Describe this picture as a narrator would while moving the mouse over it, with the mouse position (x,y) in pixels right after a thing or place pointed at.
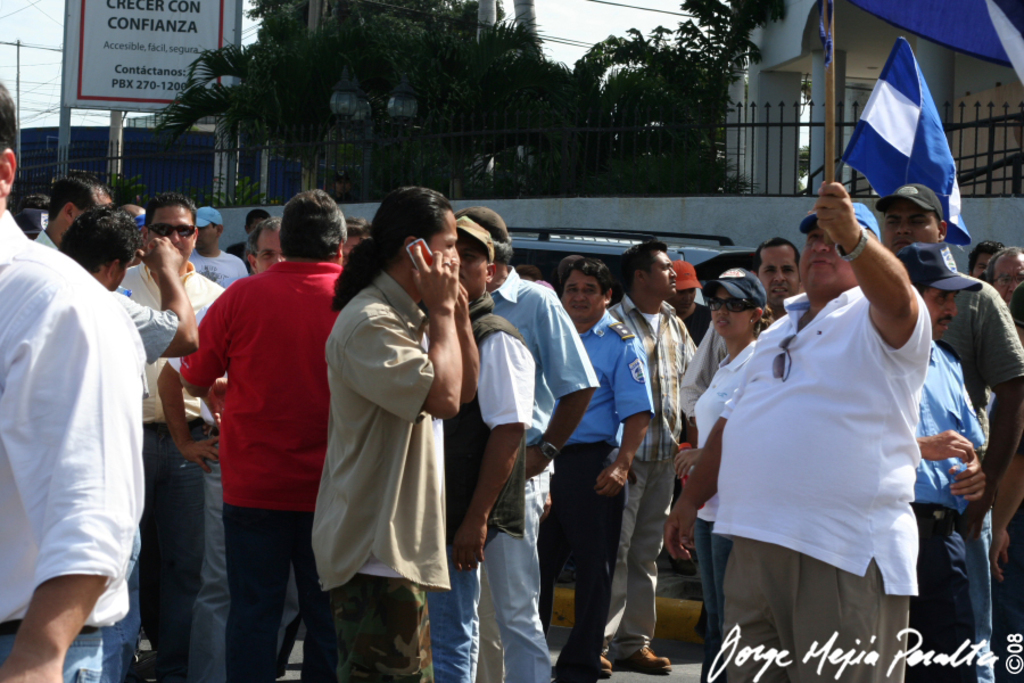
In this picture there are people (917,461), among them there's a man (819,251) standing and holding a stick (831,170) with flag (932,133). We can see a vehicle (598,255), flag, fence (56,164), poles (114,129), wall (136,143), buildings (935,81), trees (592,92), wires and board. In the background of the image (578,24) we can see the sky (625,19). In the bottom right side of the image (754,642) we can see text (734,640).
